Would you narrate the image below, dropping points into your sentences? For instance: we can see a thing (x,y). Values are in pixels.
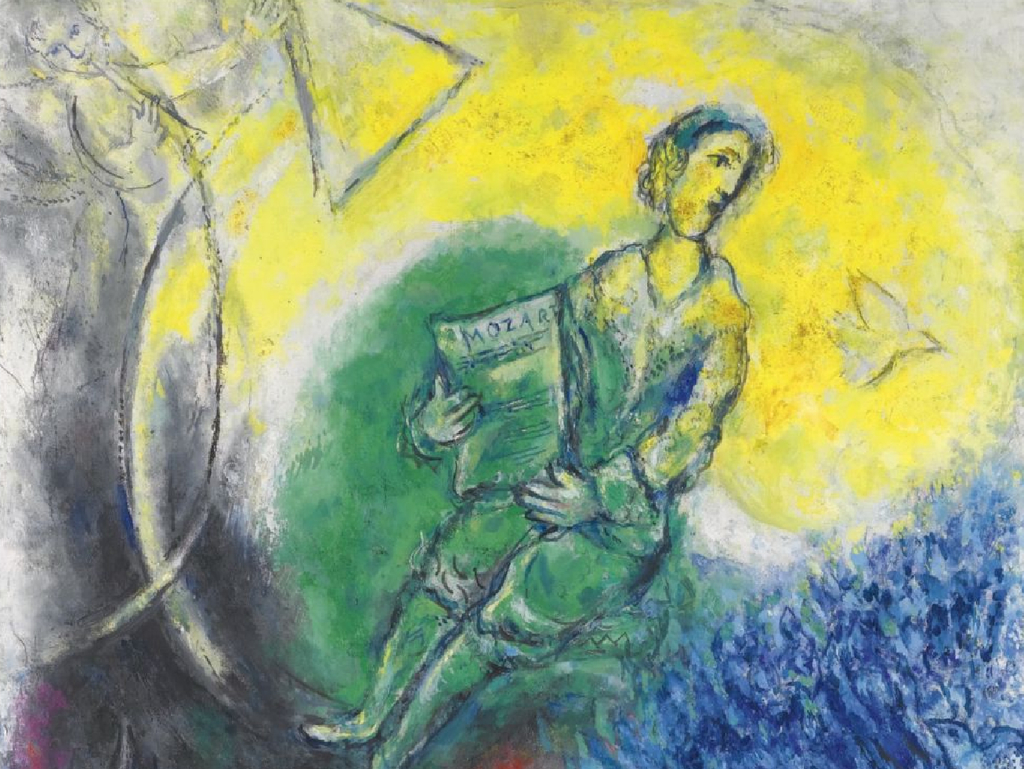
We can see painting (478,545) of a person (721,190) on the surface (479,252).
